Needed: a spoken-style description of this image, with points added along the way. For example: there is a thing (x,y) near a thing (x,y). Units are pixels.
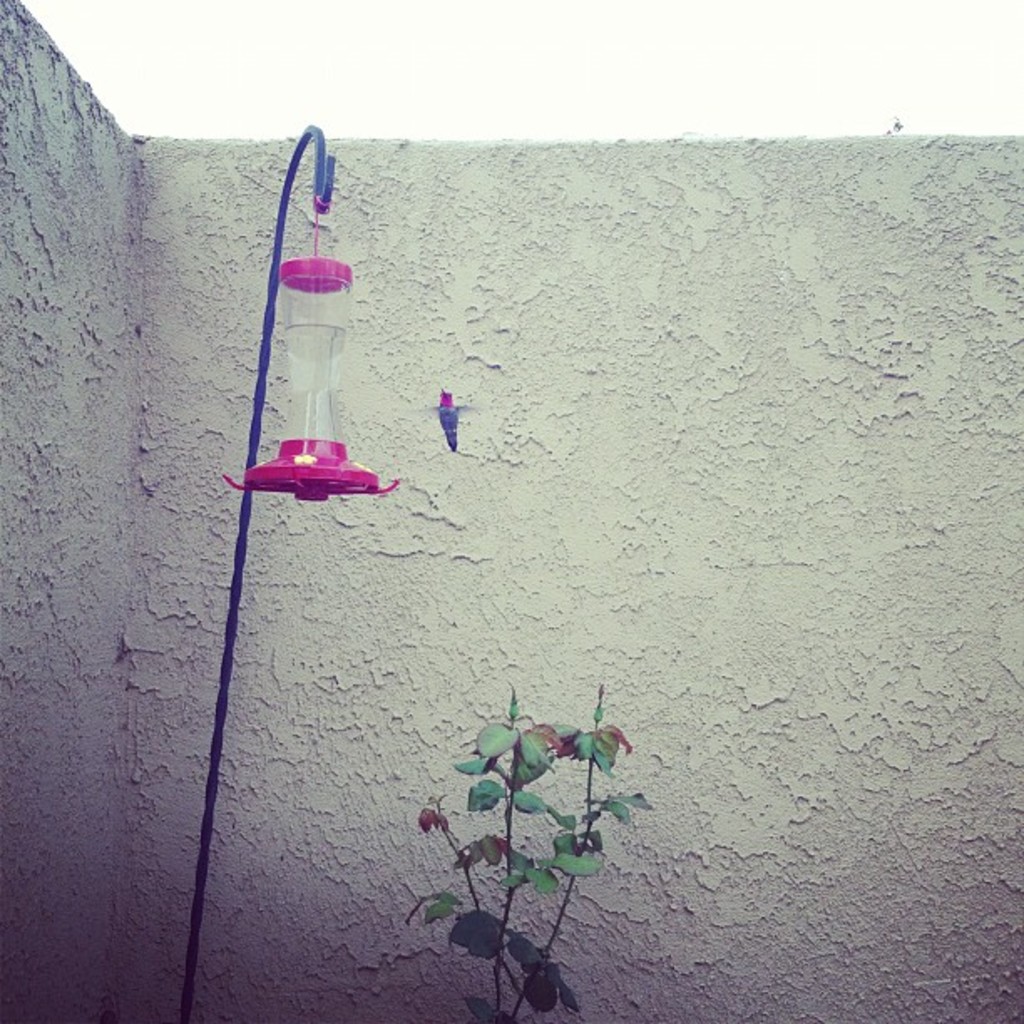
In the foreground of this picture (535,778) we can see the green leaves (525,763) of a plant (505,904) and we can see the wall (230,497) and a pink color object (320,349) hanging on the metal rod (318,142). In the background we can see the sky (838,99) and we can see some other objects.
